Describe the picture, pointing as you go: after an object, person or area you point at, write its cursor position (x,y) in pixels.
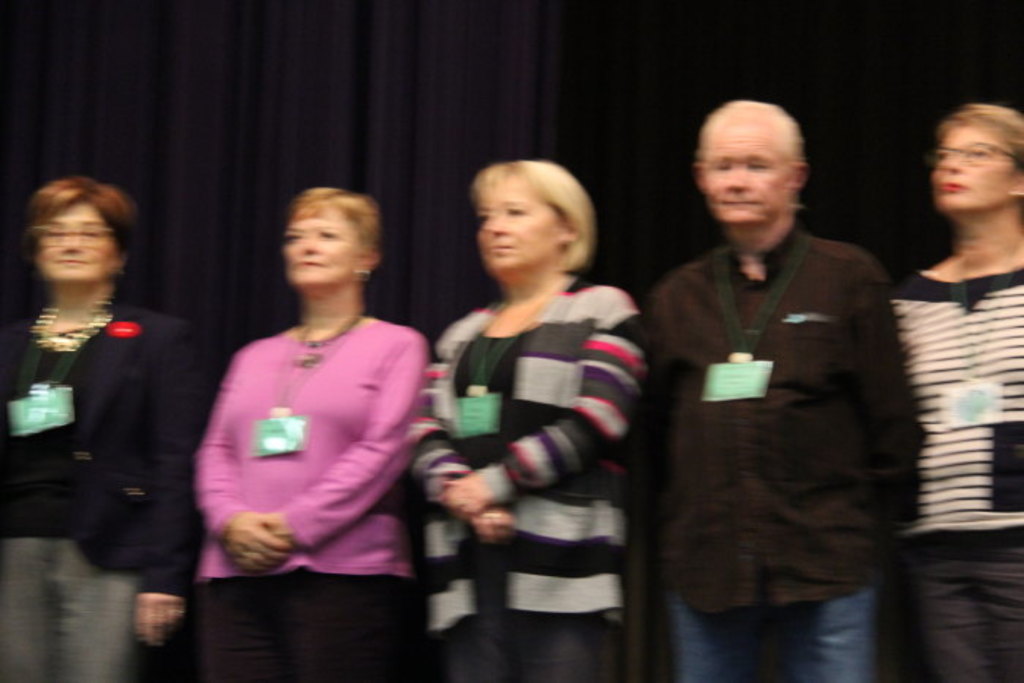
In this picture there are group of people (421,369) standing. At the back (475,98) there is a black curtain (518,98).
